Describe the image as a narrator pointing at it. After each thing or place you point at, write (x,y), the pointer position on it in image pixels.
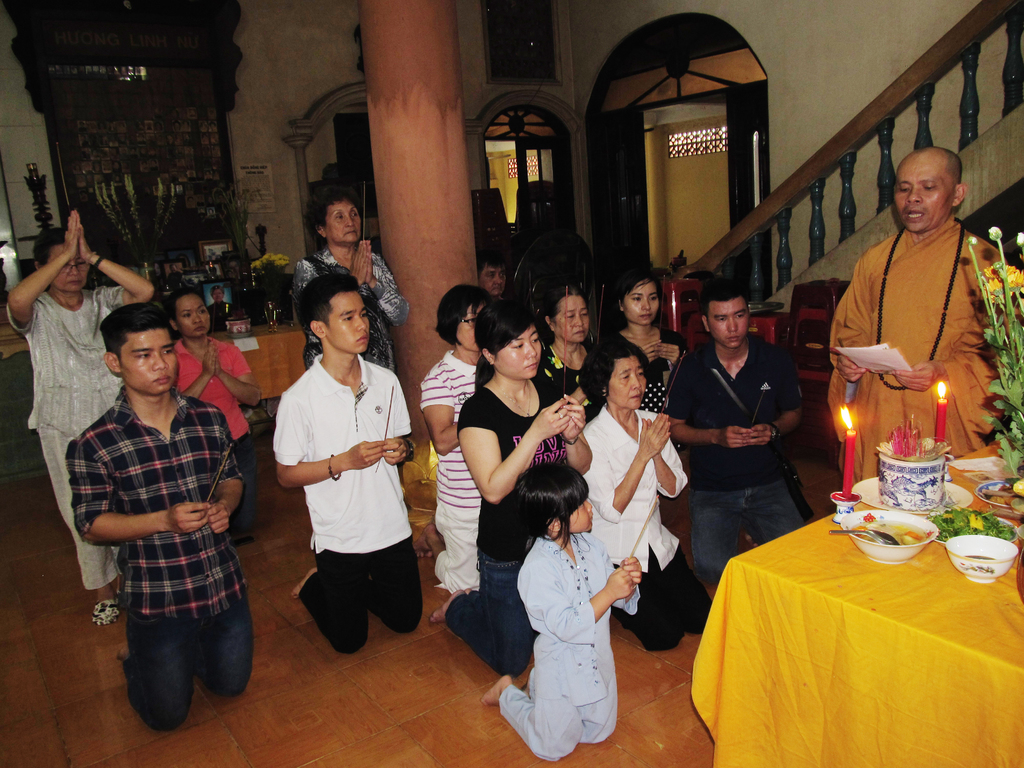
In this picture we can see all the persons (727,493) kneeling down on the floor (682,497) and praying. Here we can see one man (881,331) holding a paper (867,355) in his hand (841,368) and talking. On the table (900,605) we can see bowls (988,566), food (896,532), candles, flower bouquet (1010,372). We can see two women (37,397) standing and praying here. These are doors (625,177). we can see pillar (414,161) and stairs (973,127) here.
